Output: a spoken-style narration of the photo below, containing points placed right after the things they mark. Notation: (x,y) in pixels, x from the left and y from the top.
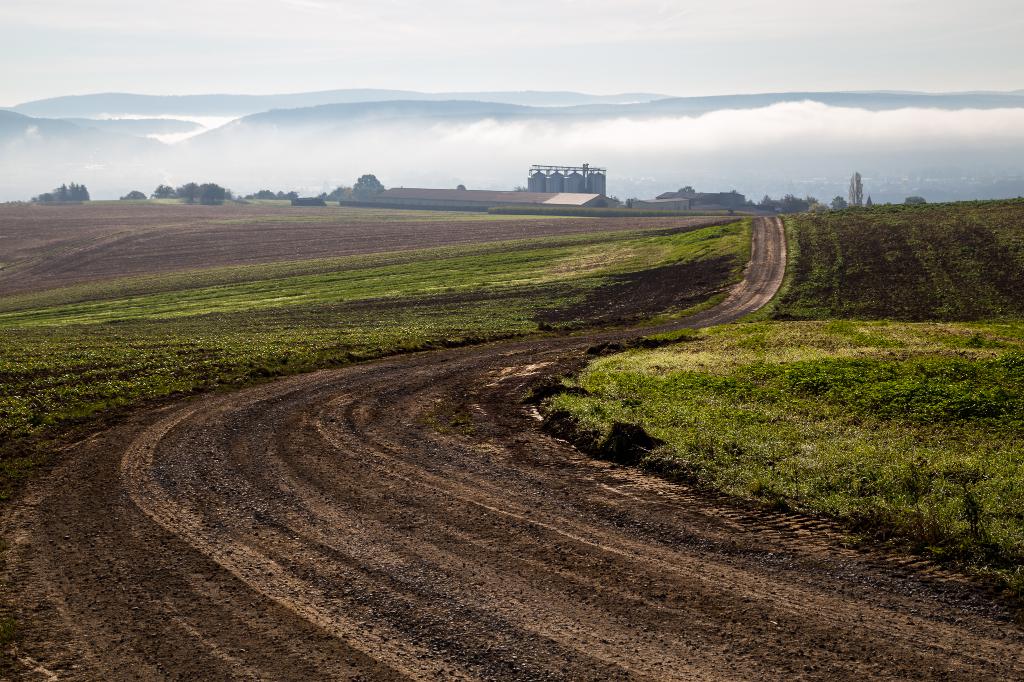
In this image we can see some open land (346,293), there is some industry (552,185) at the background of the image (6,112) there are some mountains (20,112) and hazy sky (381,58).
